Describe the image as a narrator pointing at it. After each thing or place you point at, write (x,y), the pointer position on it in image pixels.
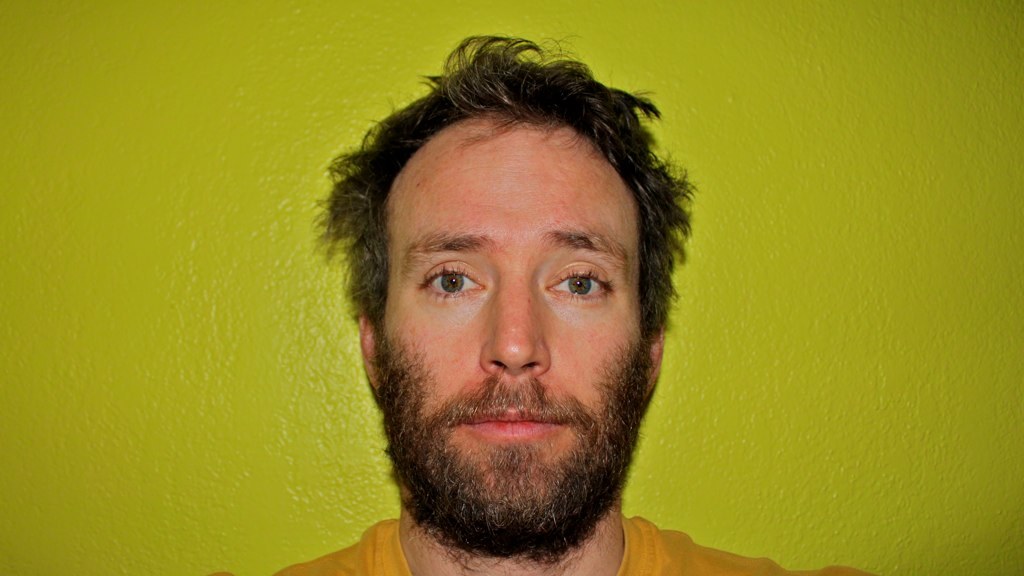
In this picture there is a person (497,561) with yellow t-shirt (687,557). At the back (82,183) there is a green painting (221,144) on the wall (811,129).
